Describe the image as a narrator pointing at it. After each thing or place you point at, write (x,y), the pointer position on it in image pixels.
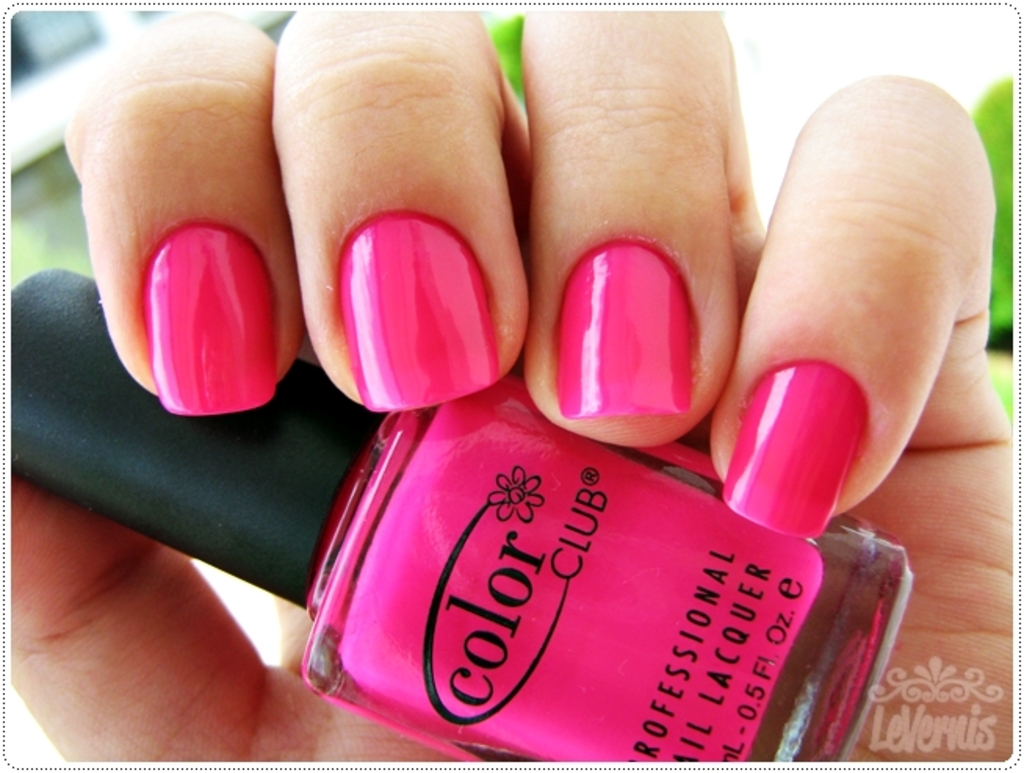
In this image I can see a nail-polish bottle (513,521). Which is in pink and black color. The person (480,264) is holding bottle (572,463).
